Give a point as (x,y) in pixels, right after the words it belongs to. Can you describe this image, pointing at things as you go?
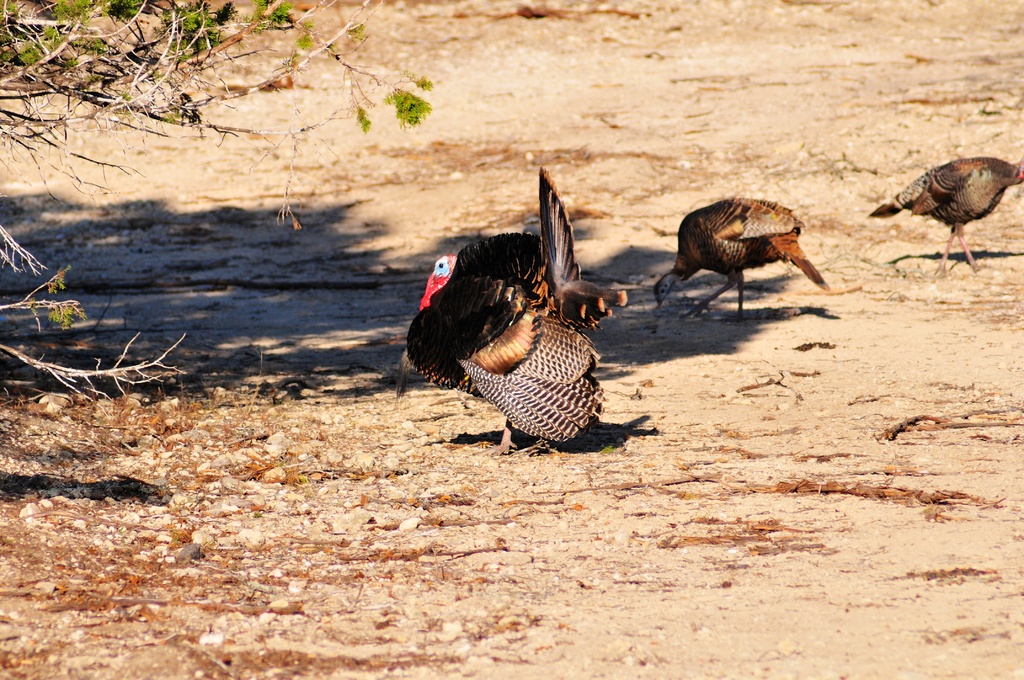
This picture might be taken from outside of the city and it is sunny. In this image, in the middle (569,297), we can see three birds (963,223). On the left side (16,139), we can see some trees (236,22). At the bottom (159,528), we can see a land (614,634) with some stones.
